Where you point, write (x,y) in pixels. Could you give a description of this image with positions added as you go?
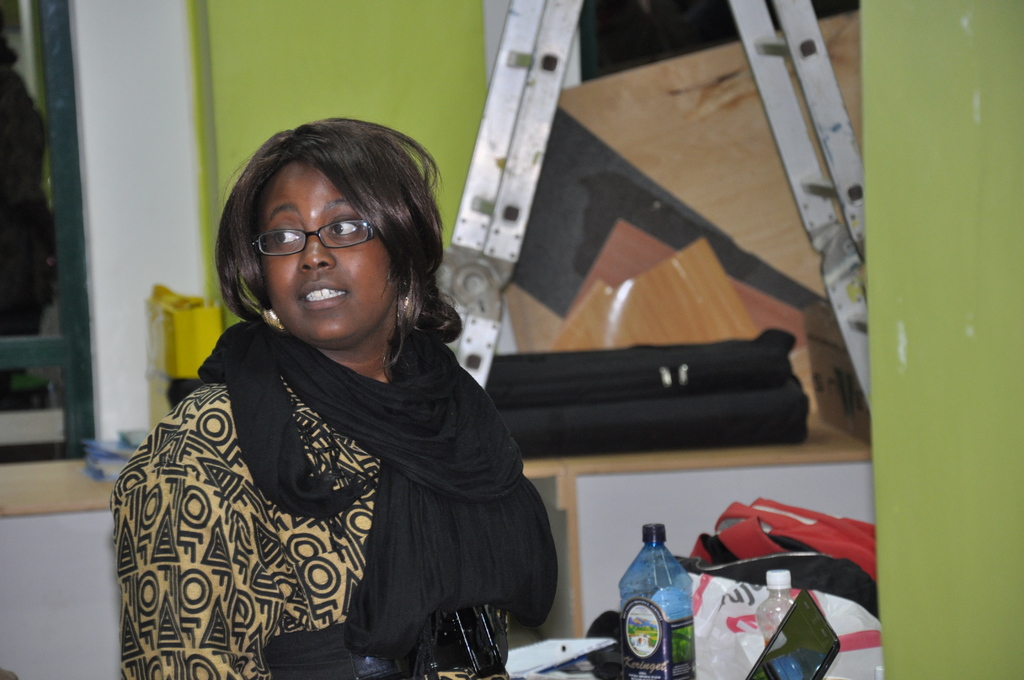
The center of the image (416,258), we can see a woman (422,447). She wear a yellow and black color combination dress (212,566). On his neck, she wear a black color scarf (367,404). In-front of her, we can see bottle (651,614), sticker (646,626) on it. Here we can see screen laptop (799,649). Here bags (719,618) are placed. The background (688,472), we can see wooden cupboards (562,475), and green color wall (359,49) here. On left side of the image (24,200), we can found a mirror (24,252). And she wear a glasses (258,242).
